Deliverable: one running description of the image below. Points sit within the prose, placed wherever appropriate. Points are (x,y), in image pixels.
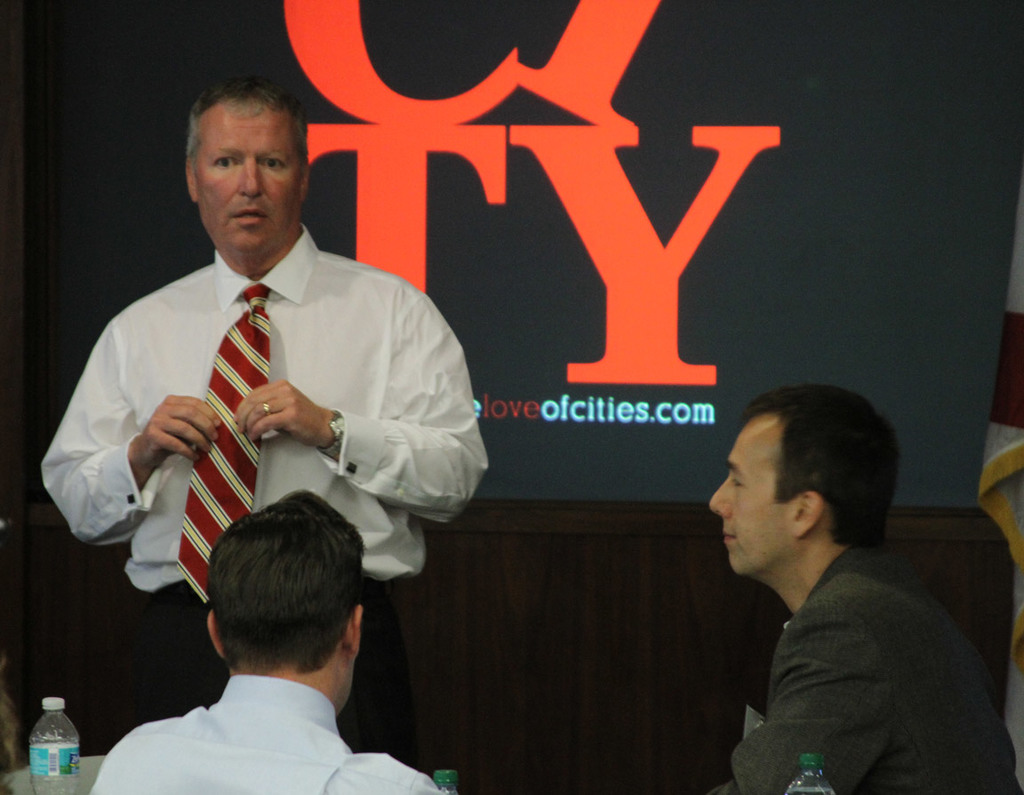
In this picture there is a man (342,348) who is wearing white shirt (453,360), black trouser (397,616) and watch (333,410). He is standing near to the table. On the table (15,786) there is a water bottle (47,782). On the right (808,475) there is a man (808,475) who is sitting on the chair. In the back (706,297) I can see the banner (694,294). At the bottom (244,654) there is a man (304,731) who is sitting near to the water bottle (450,792).
